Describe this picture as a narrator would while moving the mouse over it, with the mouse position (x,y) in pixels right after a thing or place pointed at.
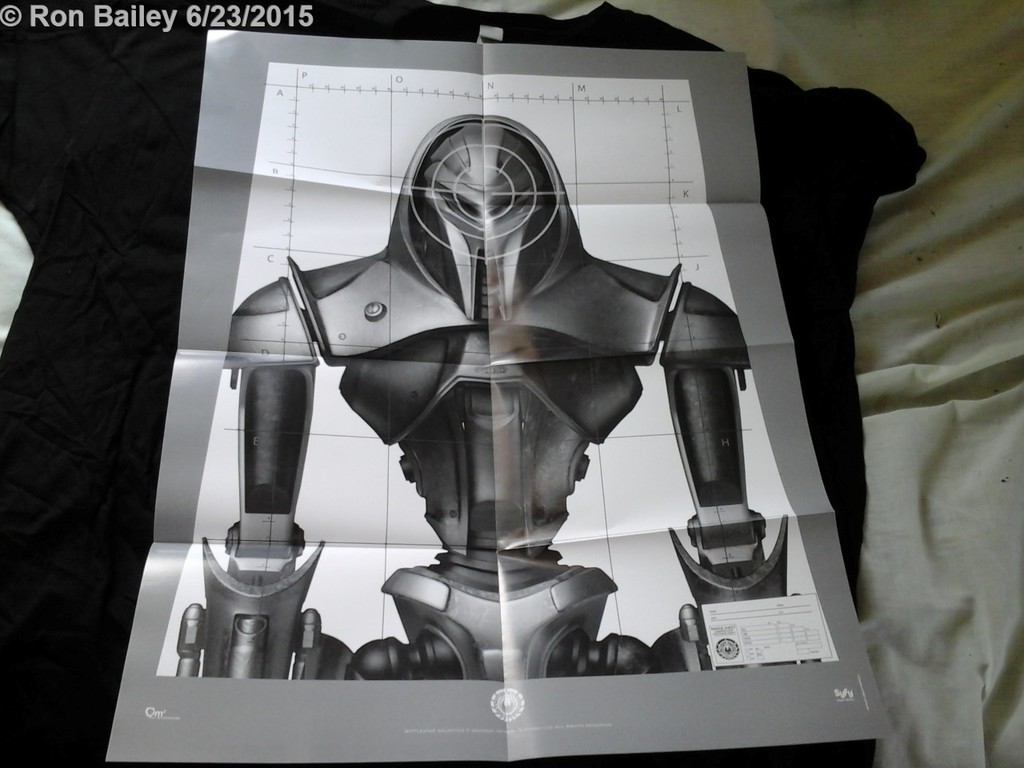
In the center of this picture (560,453) we can see a paper (656,271) on which we can see the picture (547,308) of a metal object (555,319) seems to be the machine (563,393). In the background (938,276) we can see a white color cloth (970,245) and some objects (799,93). In the top left corner (187,10) we can see the watermark (154,12) on the image.
